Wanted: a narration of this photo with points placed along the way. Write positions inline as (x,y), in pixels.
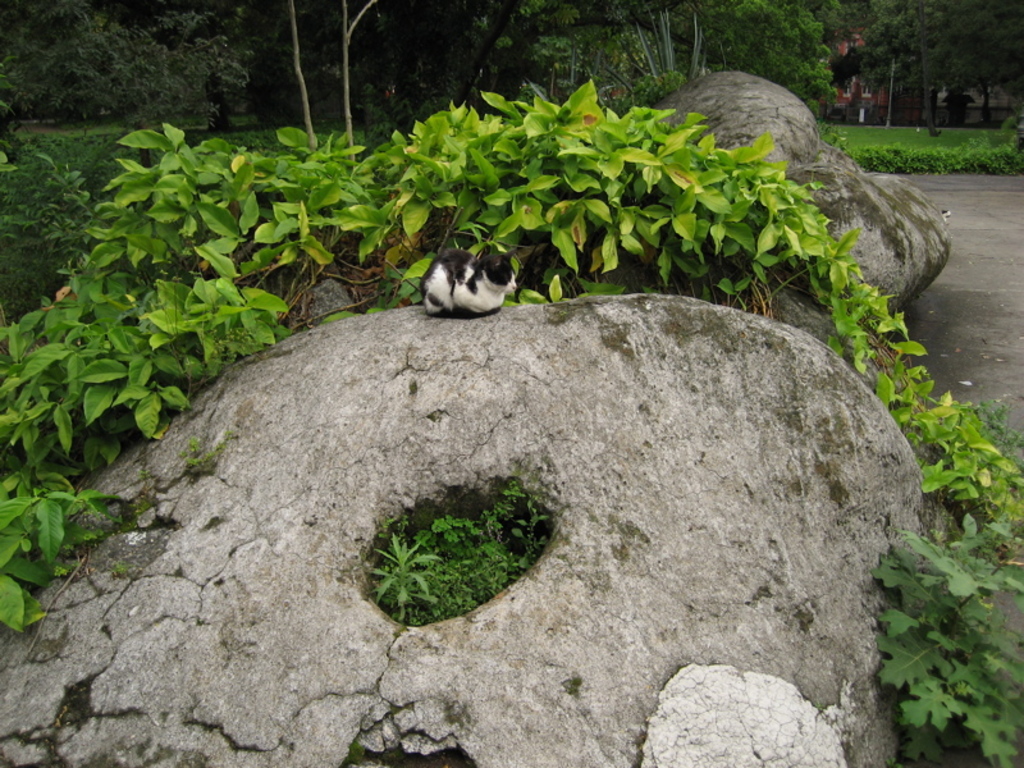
In this image there are some stones (633,340) on the bottom of this image (679,533) and there is one cat (483,299) is sitting on this rock (444,327) in middle of this image (498,301), and there are some trees (579,70) in the background (442,84).
